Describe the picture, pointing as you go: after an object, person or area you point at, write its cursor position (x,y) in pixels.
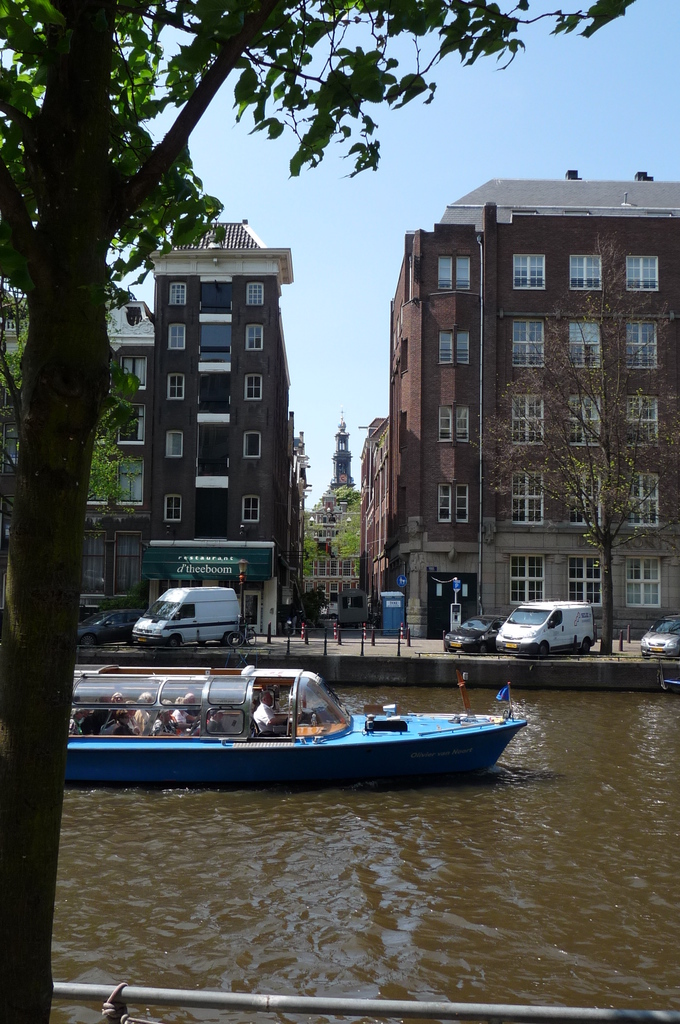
In this image I can see buildings (450,455) in the middle (427,455), in front of buildings (133,580) I can see vehicles (576,617) and trees (604,622), at the bottom (340,825) I can see the lake (555,885) and on the lake (568,912) I can see a boat (253,784), at the top I can see the sky (260,185).
